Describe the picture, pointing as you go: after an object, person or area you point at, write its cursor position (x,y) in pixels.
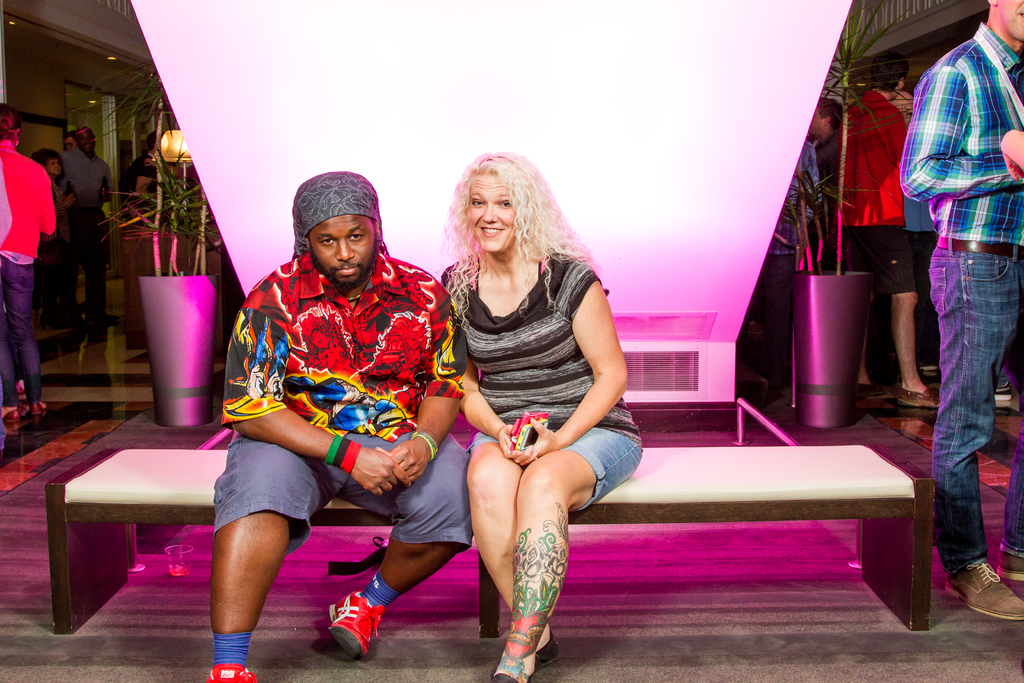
This picture might be taken inside the room (904,565). In this image, in the middle (372,379), we can see two people (341,362) man (417,373) and woman (510,384) are sitting on the bench (752,484). On the right side (958,268), we can see a man (1013,307) standing on the floor (63,376). On the left side (34,347), we can see group of people (43,166) standing on the floor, we can also see a flower pot (170,359) and a plant (177,219). In the background (834,321), we can see flower pot (851,323) and some plants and group of people (886,181) standing and a wall (600,107) which is in white color.
